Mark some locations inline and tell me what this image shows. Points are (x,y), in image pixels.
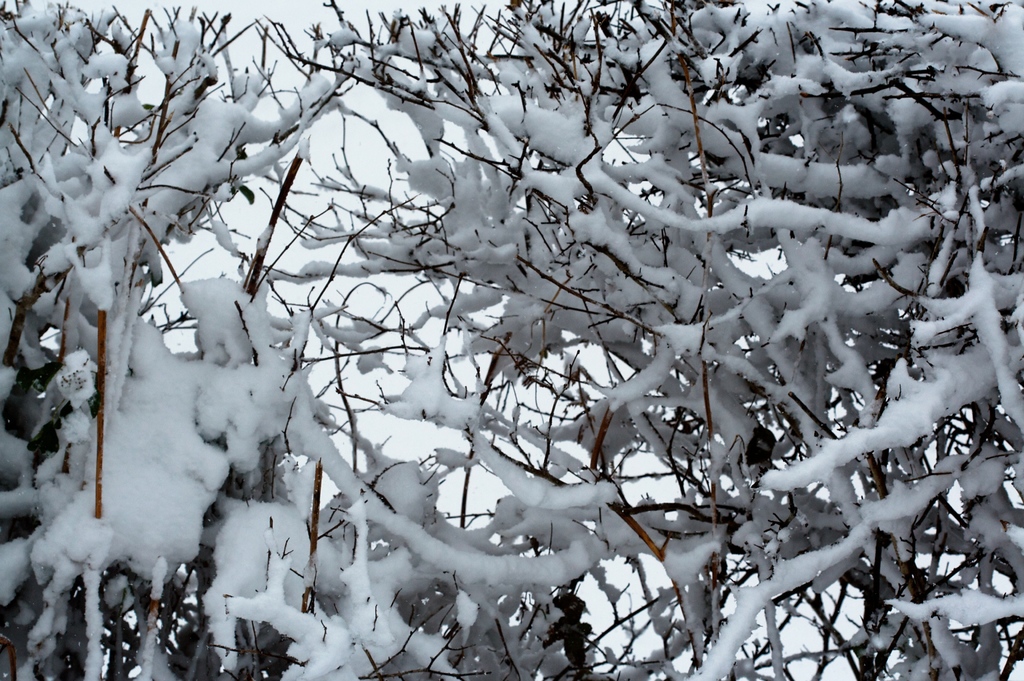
In this image there is a dried plant (531,254), there is ice (577,233) on the plant (412,206), at the background of the image (427,464) there is the sky (403,286).
